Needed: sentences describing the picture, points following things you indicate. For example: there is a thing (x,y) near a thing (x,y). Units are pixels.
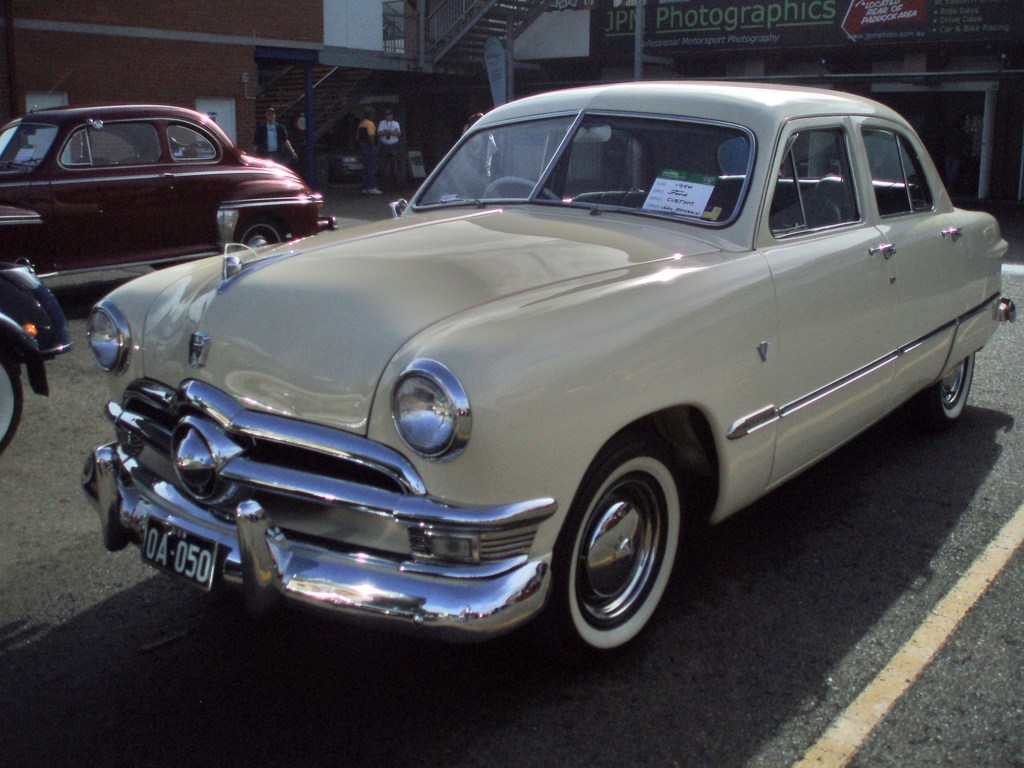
In this image in the center (618,406) there are some vehicles (314,213), at the bottom (438,667) there is road (823,573). In the background (831,14) there are some buildings (284,90) and some persons (367,131).
